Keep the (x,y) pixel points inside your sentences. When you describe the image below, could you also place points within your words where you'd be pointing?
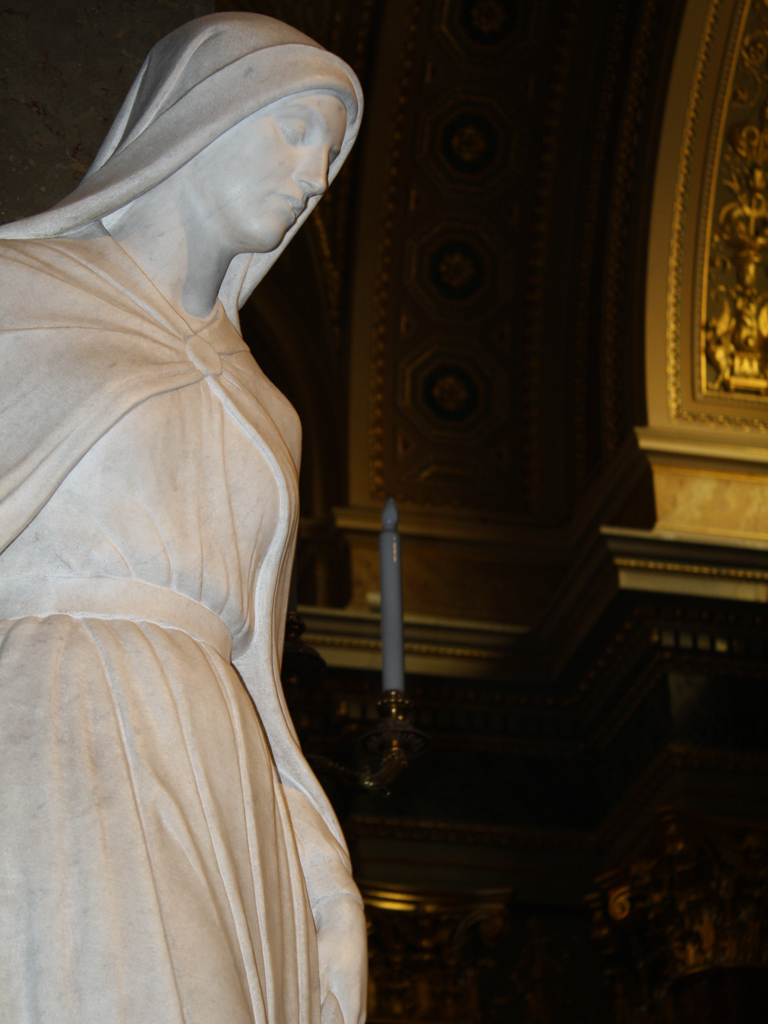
In the image i can see the sculpture (274,70).
